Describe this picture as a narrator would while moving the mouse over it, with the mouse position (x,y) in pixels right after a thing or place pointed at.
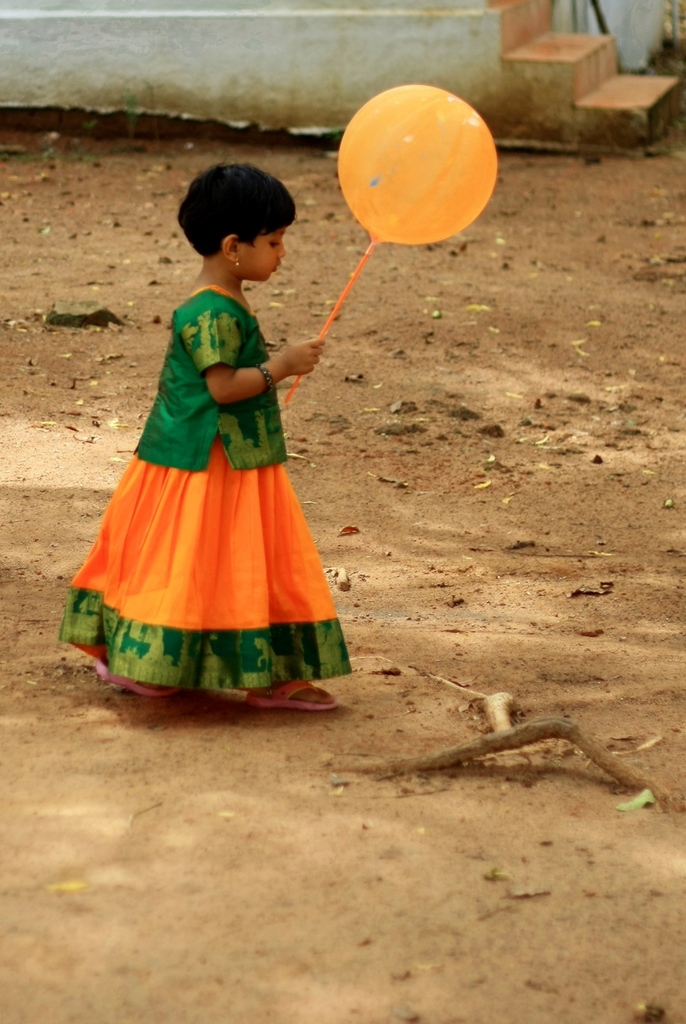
In this image there is a girl (205,413) walking on the road (355,312) by holding the balloon (397,160). Behind her there are stairs (524,44).
